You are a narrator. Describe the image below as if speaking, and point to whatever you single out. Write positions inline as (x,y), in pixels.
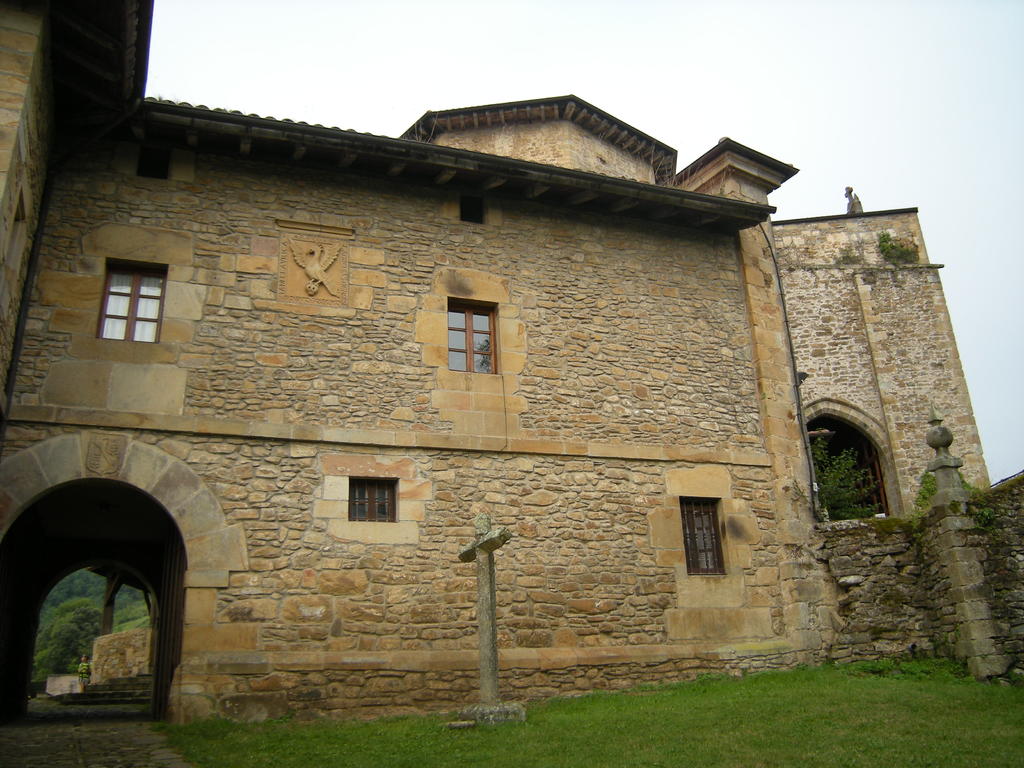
This picture is clicked outside. In the foreground (631,751) we can see the green grass (689,731). On the left corner (92,746) we can see an alley (89,746) and a person like thing (84,689) and we can see the stairs (100,692). In the center (657,292) we can see the building (569,320), sculptures (493,603) of some objects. In the background (966,81) we can see the sky (882,91) and the trees (827,456) and some plants (141,618).
